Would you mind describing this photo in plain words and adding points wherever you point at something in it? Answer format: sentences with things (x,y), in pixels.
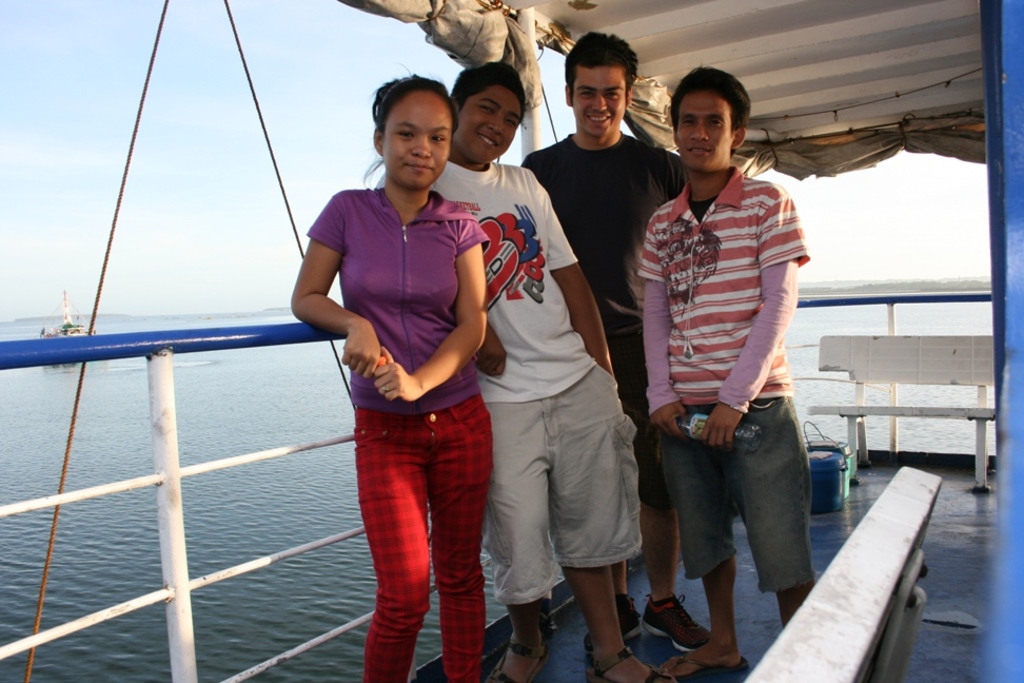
In this image I can see four people (452,429) standing and wearing different color dresses (684,371). They are inside the ship (954,564). I can see the water (216,443) and boat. The sky (146,112) is in blue and white color.
